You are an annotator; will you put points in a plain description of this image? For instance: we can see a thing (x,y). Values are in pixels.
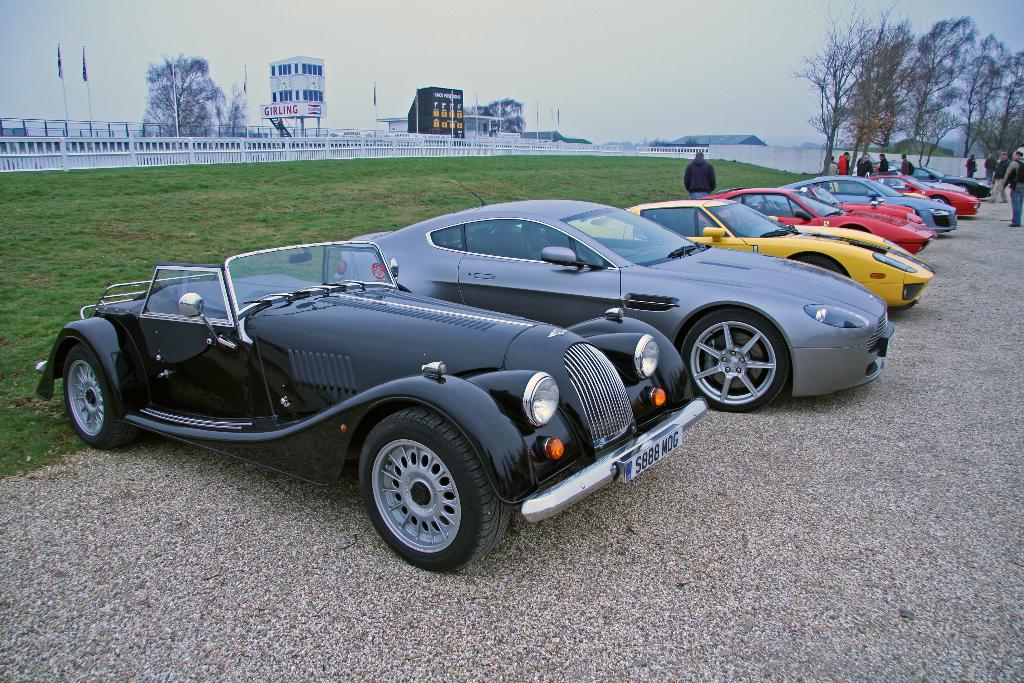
In this image we can see motor vehicles (635,354) and persons (865,172) standing on the road (787,514), trees (829,114), grills (319,133), flags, flag posts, buildings (407,117), name board (428,125), sheds (471,126) and sky (480,54).
